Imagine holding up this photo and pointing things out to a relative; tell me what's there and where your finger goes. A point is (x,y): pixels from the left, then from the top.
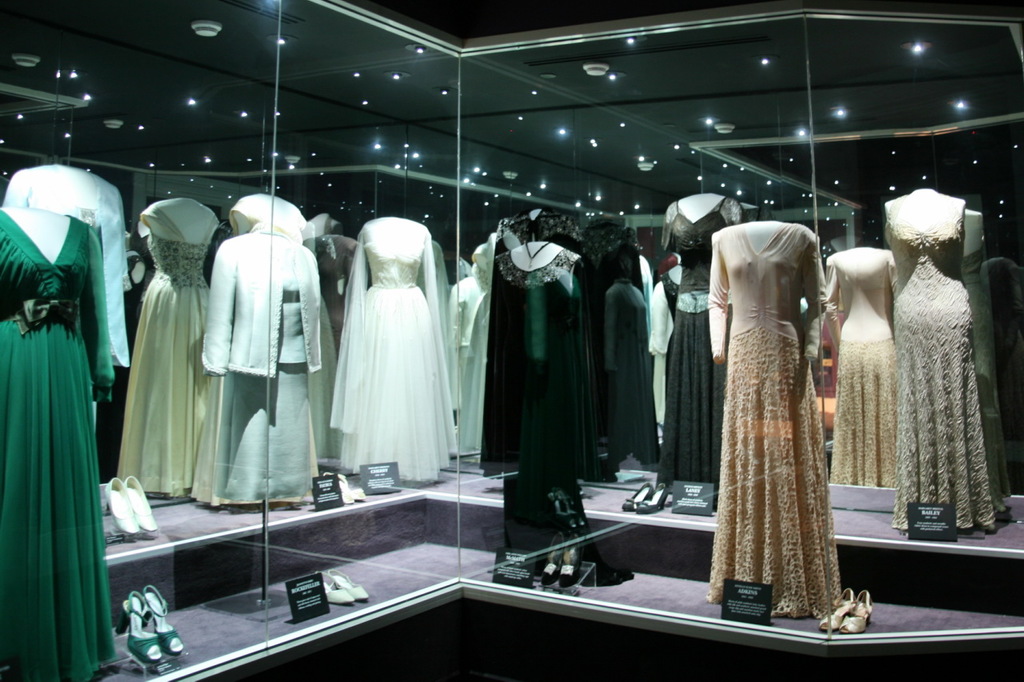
In this picture, we can see a few mannequins (512,329), and we can see glass wall (606,420), and we can see reflection (887,92) of roof (210,123) with lights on glass (457,145).
